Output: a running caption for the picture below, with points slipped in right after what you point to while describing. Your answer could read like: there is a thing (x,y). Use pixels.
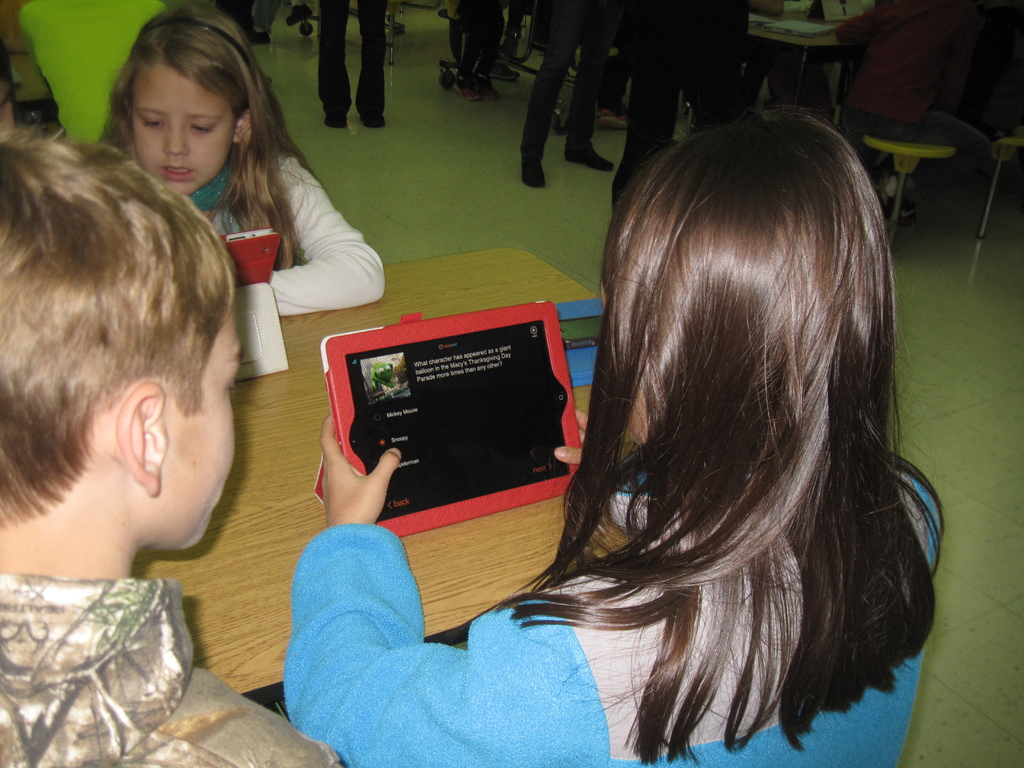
Here I can see three children (348,261) are sitting around the table (318,338). The girl (634,383) who is on the right side (703,307) is holding a device (471,391) in the hands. On the table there are few objects (254,313). At the top of the image (698,54) I can see some more people (477,81) standing and also there are some tables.
